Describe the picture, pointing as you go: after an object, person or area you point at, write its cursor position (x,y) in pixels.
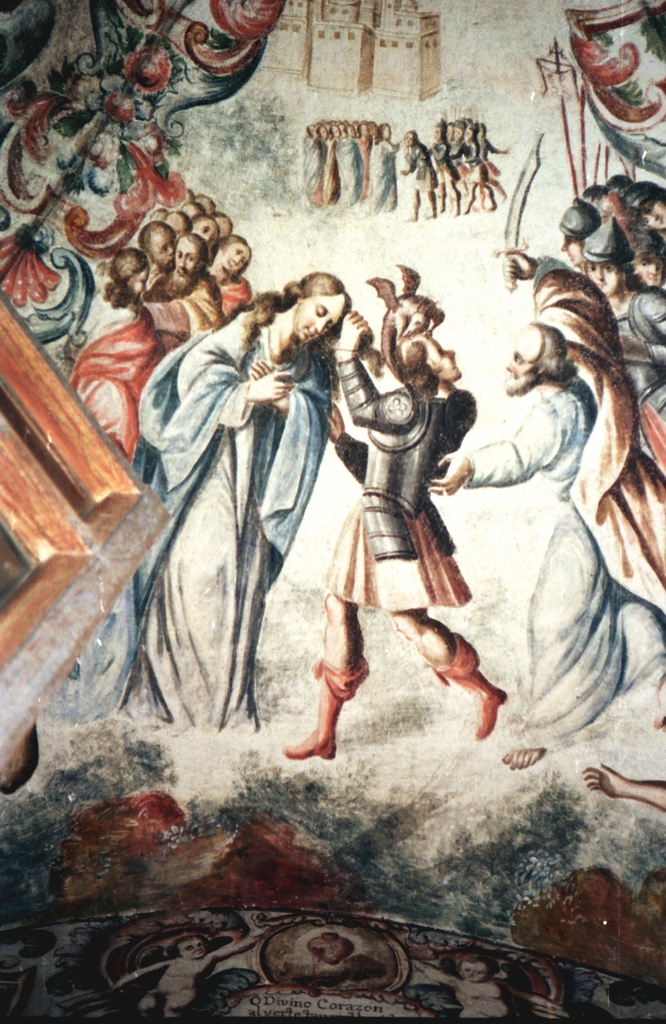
We can see picture of people (441,128) and building (325,57).
